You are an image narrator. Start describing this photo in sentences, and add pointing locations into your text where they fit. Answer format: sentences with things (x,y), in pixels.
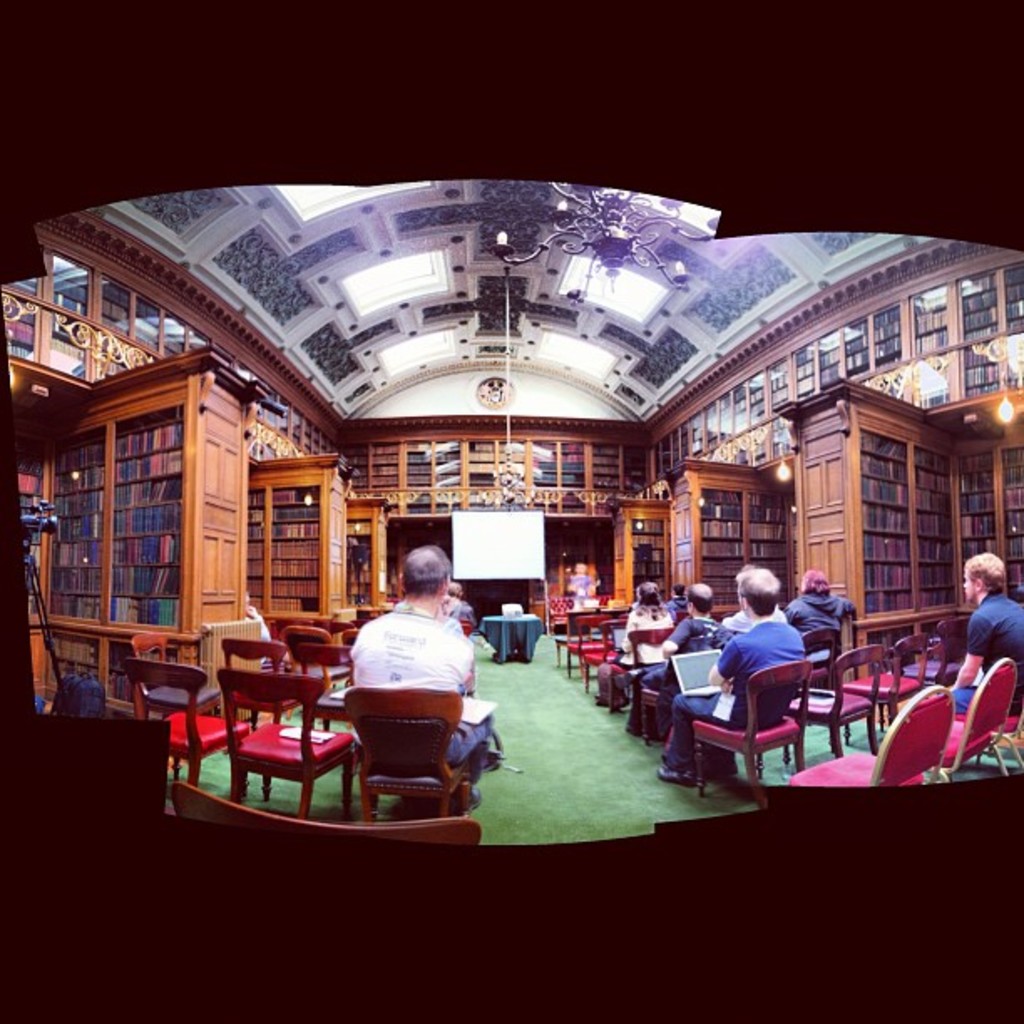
In this picture we can see some persons (448,624) sitting on the chairs (378,743). This is table (510,632) and there is a board (502,560). And this is floor (574,751). On the background (220,567) we can see racks (838,536). And this is roof (386,266).
